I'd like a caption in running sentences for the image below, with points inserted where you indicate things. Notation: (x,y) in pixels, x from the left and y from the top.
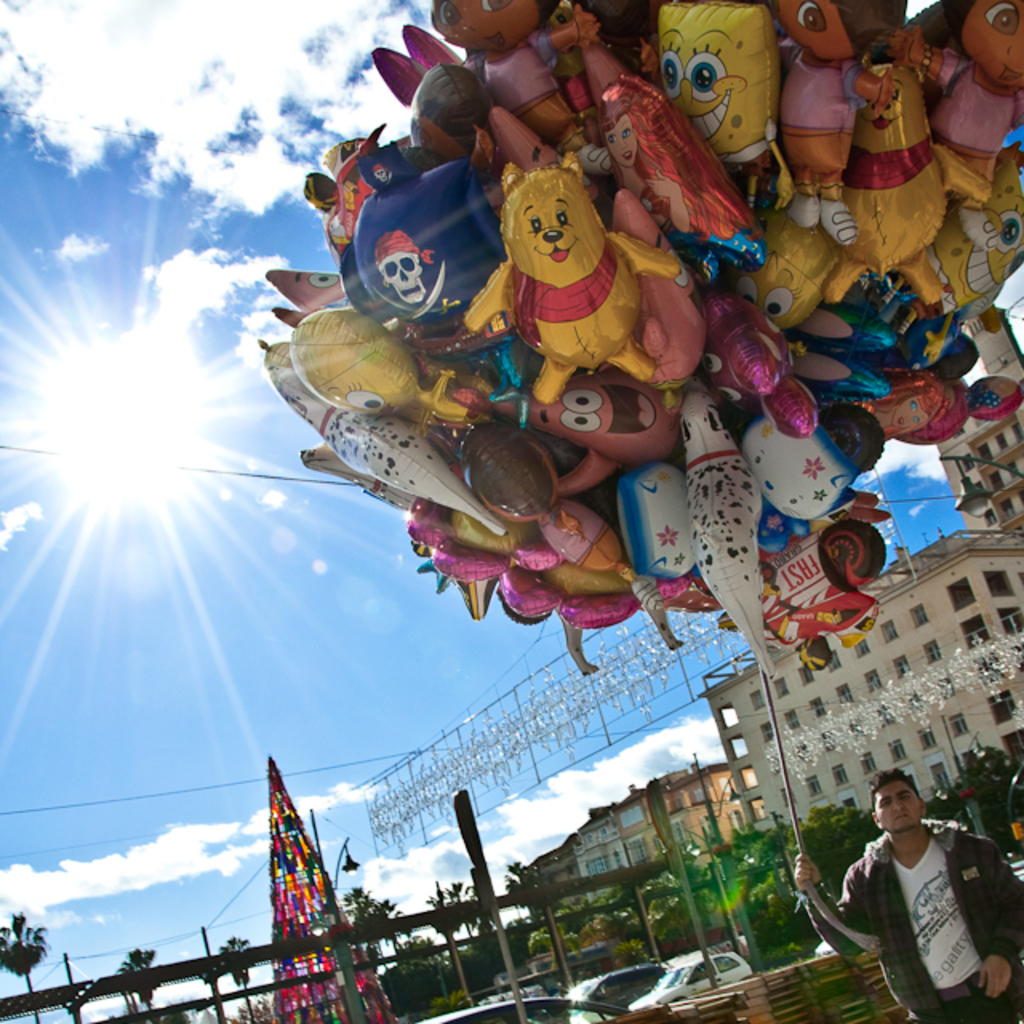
In this picture I can see few buildings (635,820) and trees (455,997) and few cars (665,968) parked and I can see a blue cloudy sky (187,573) and sunlight (157,457) and I can see a man (1022,942) holding balloons (766,541) with the help of a rope (815,892).
